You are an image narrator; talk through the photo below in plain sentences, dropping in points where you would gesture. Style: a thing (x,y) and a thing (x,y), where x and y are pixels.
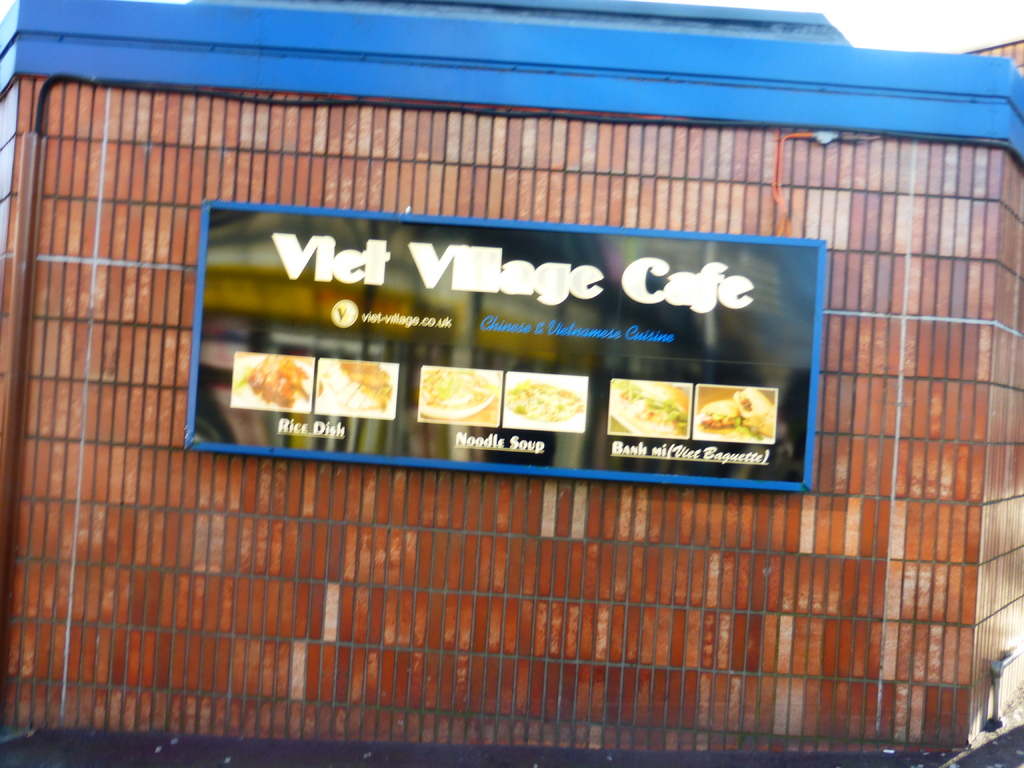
In this image I can see a building (809,570). In the middle of the image (480,442) there is a board (373,292) attached to this building (925,352). On this board (505,269), I can see some text (285,251) and few images (362,371) of different food items (425,396). At the top of the image (920,28) I can see the sky (889,37).
